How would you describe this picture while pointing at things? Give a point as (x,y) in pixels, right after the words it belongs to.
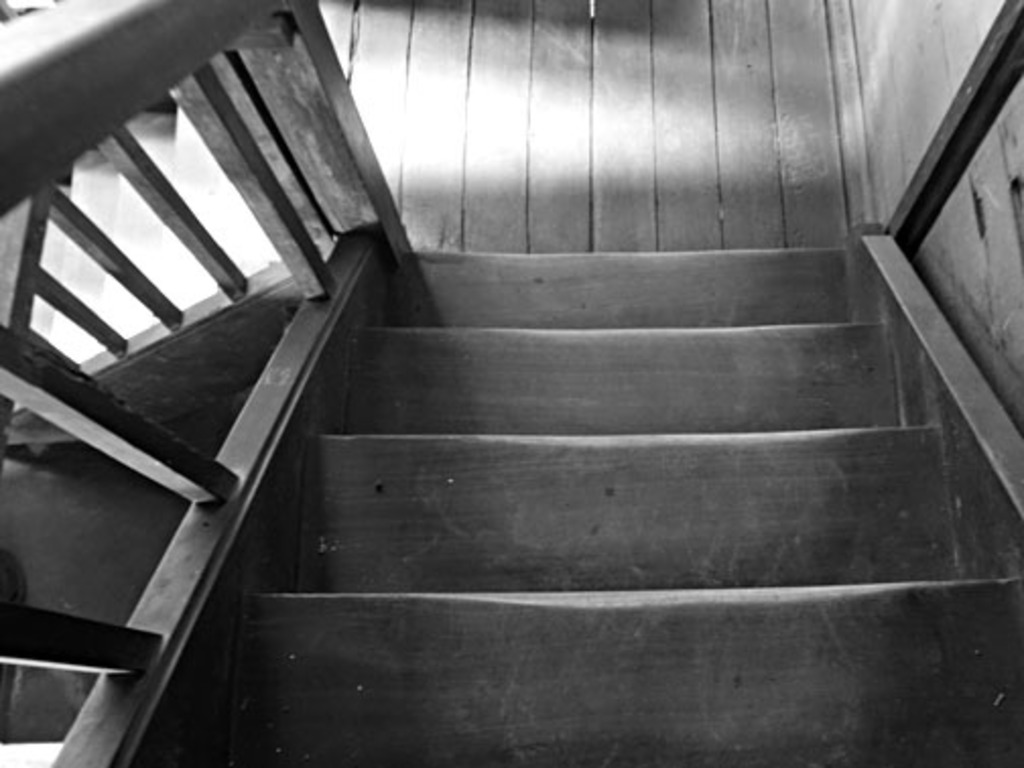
This is the picture of a wooden staircase (410,309) to which there is a fencing (120,168).
